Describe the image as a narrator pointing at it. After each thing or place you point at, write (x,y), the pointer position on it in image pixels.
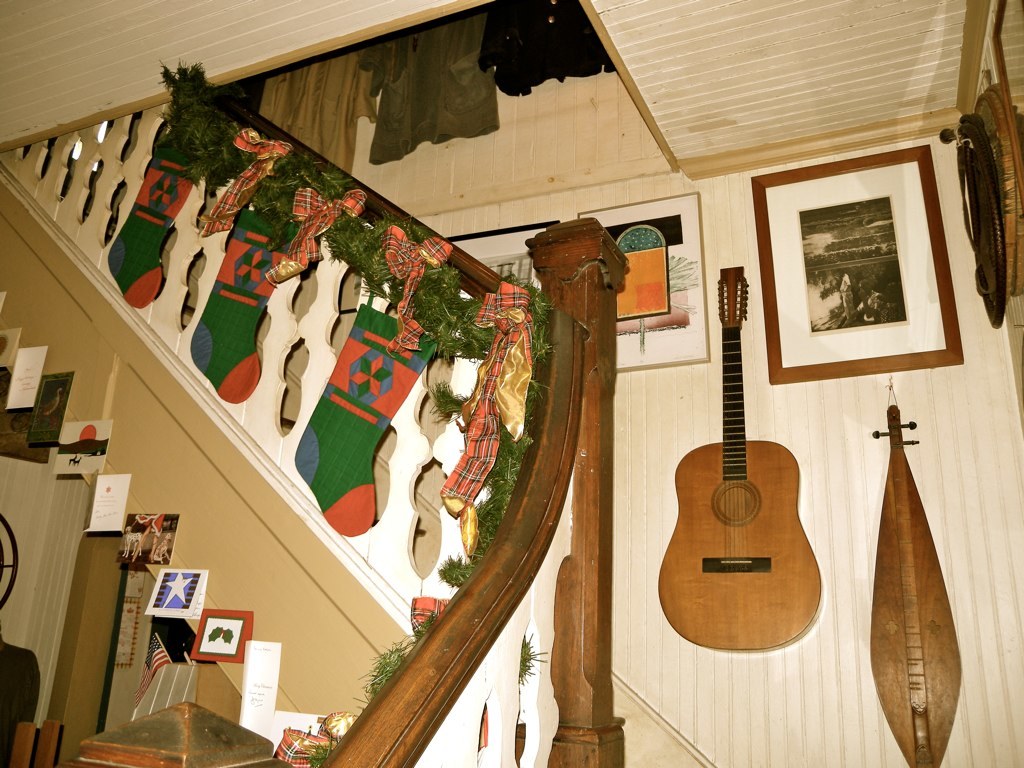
this pictures shows a guitar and a photo frames (925,351) on the wall (966,399) and we see some socks (243,284) hanging to the stairs (537,765).
